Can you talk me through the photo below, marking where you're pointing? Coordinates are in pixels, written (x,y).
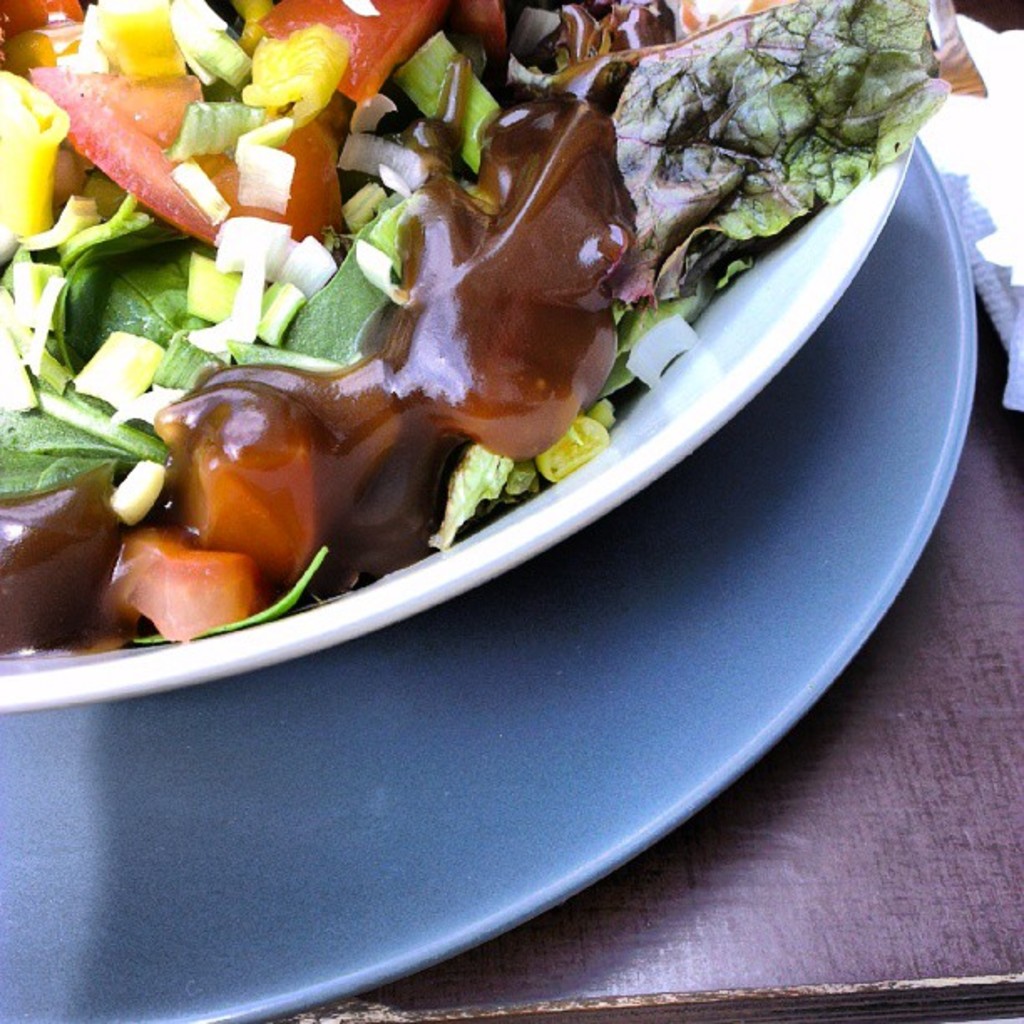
On the top left (319,323), there are vegetable pieces (282,328) and a salad (670,72) in a white color bowl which is placed on a plate (566,715). This plate (511,748) is on a wooden table (884,756), on which there is a white color paper (960,125).
